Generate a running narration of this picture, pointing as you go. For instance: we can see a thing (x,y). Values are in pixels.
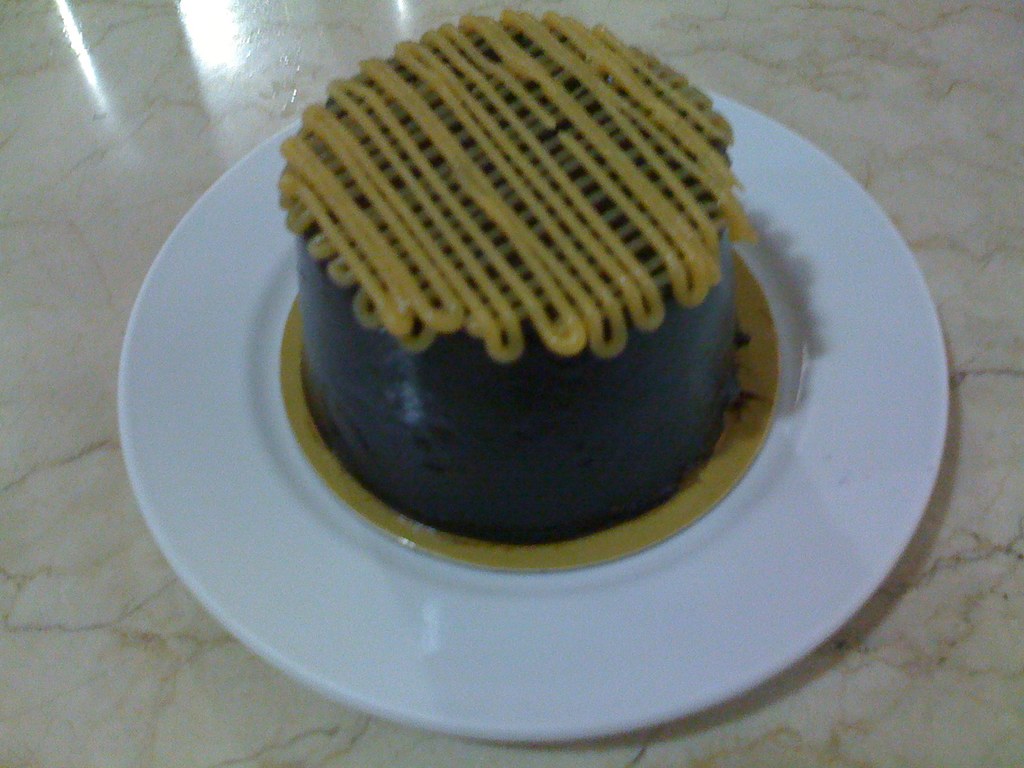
In this picture we can see a cake (404,373) on the white plate (523,618) and the plate (550,605) is on an object (52,695).
